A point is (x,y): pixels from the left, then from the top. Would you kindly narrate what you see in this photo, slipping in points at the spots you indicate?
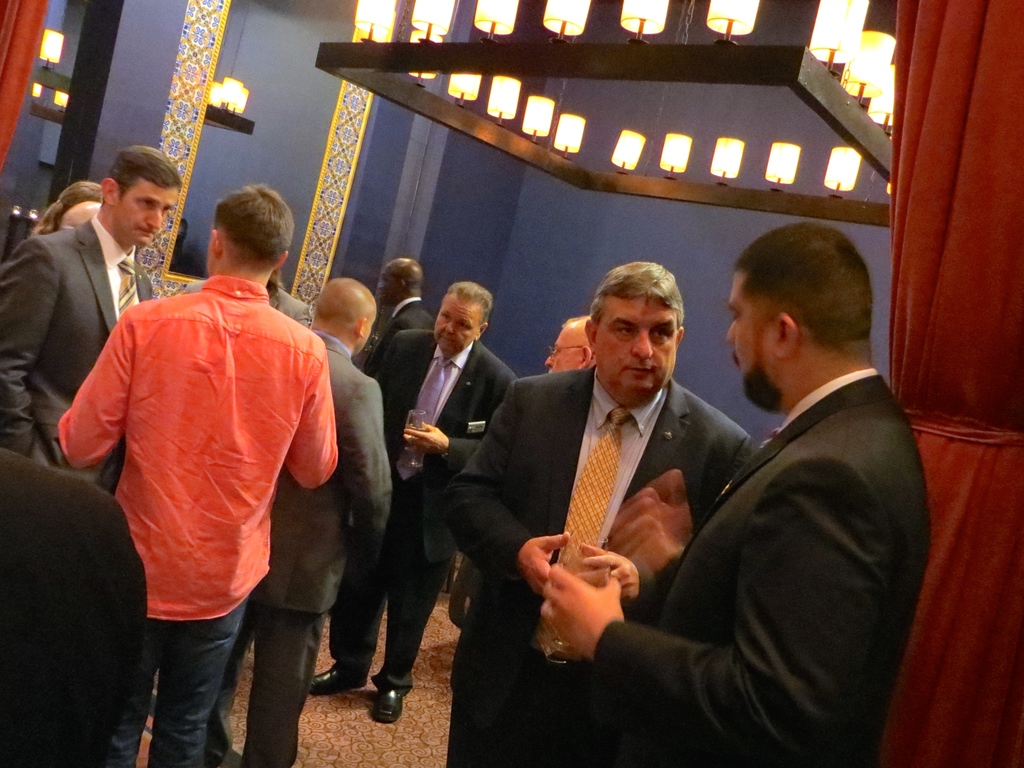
In this picture we can see a group of people (855,541) standing on the floor (315,711) where some of them wore blazers (475,507), ties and holding glasses (418,425) with their hands (432,438) and in the background (158,81) we can see curtains (26,17), lights (876,70), walls (473,215) and some objects (48,133).
